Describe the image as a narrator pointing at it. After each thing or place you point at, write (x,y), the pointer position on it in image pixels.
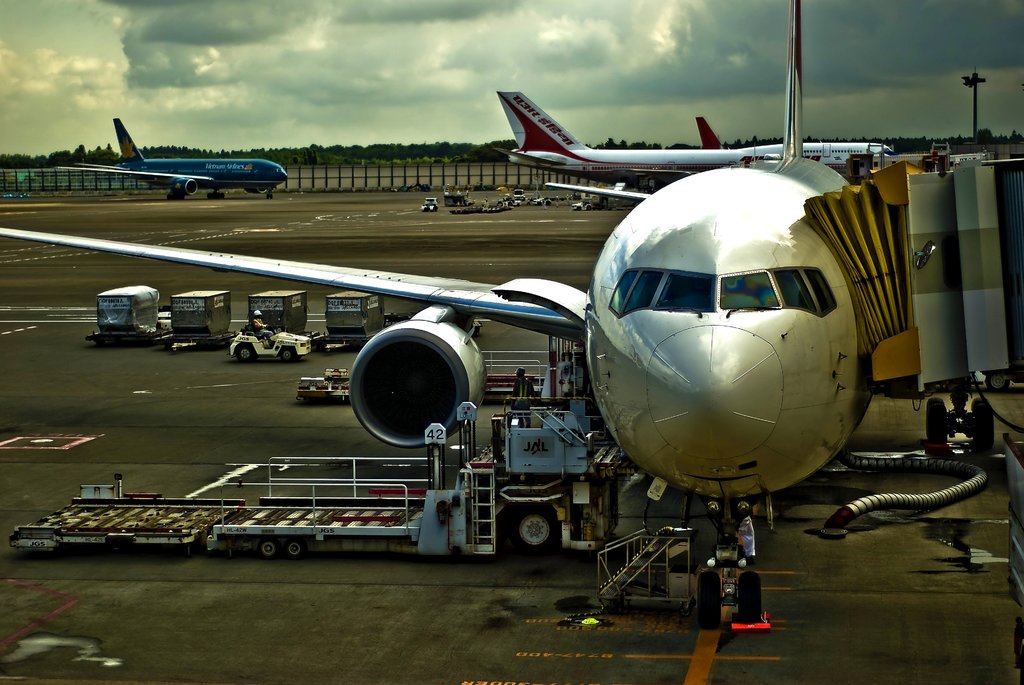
In this picture we can see an aircraft (739,235) on the path (543,568). There are few other vehicles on the path (405,205). We can see some objects (344,323) on the path (225,351) and few people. There is some fencing (481,181) from left to right and a pole (964,79) is visible in the background (977,74). Sky (949,112) is cloudy.
